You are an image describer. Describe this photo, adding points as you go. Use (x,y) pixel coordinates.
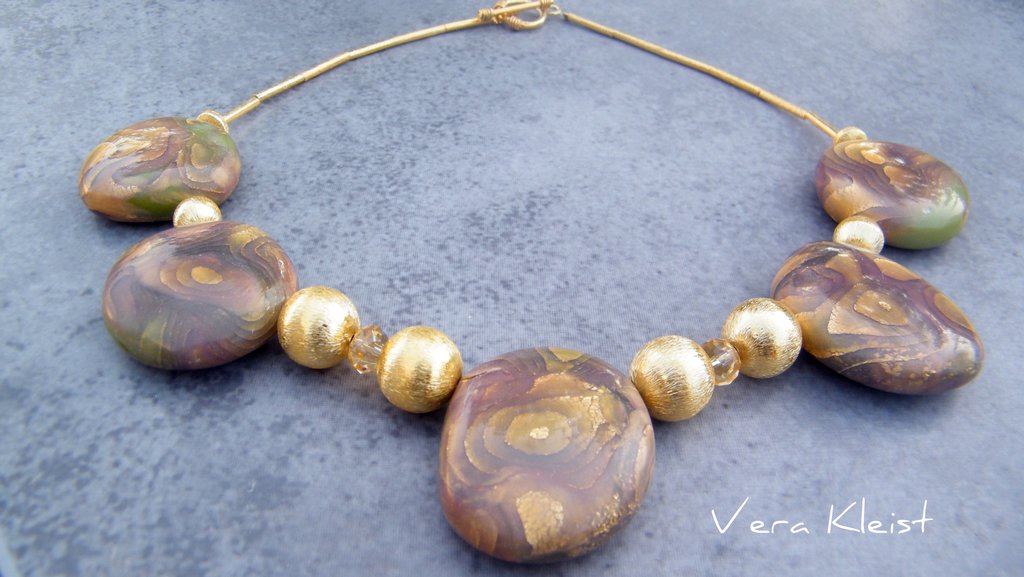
In this image we can see a necklace (533,431). Which contains marbles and stones (220,238). The background (351,389) color is gray.
